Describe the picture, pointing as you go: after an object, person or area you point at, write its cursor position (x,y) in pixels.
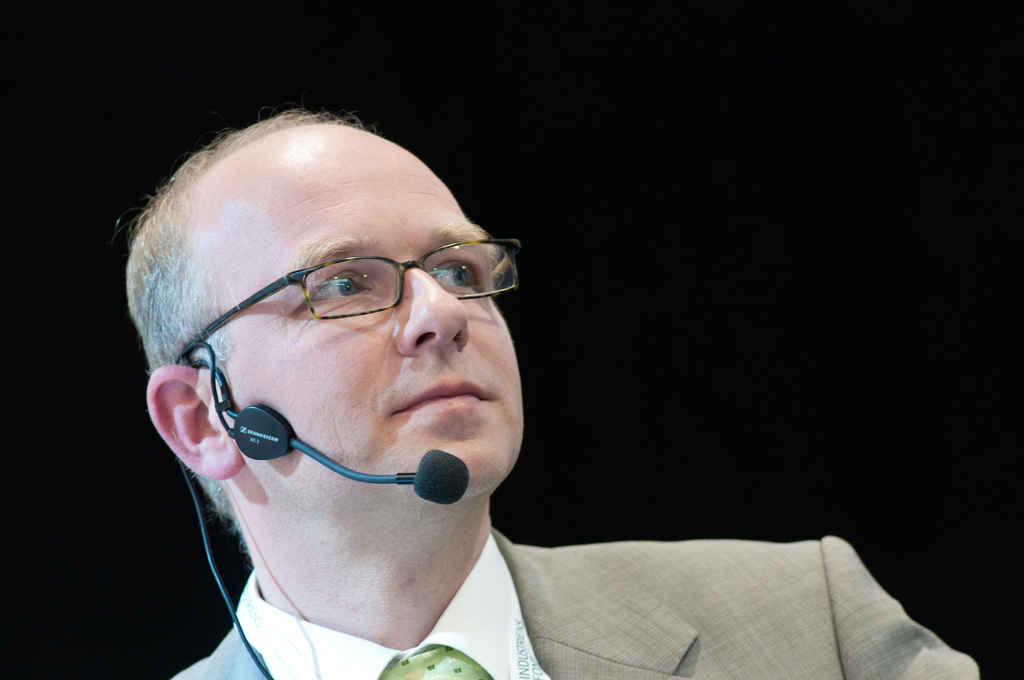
In this image there is a man (386,588) with a mic (455,491).
